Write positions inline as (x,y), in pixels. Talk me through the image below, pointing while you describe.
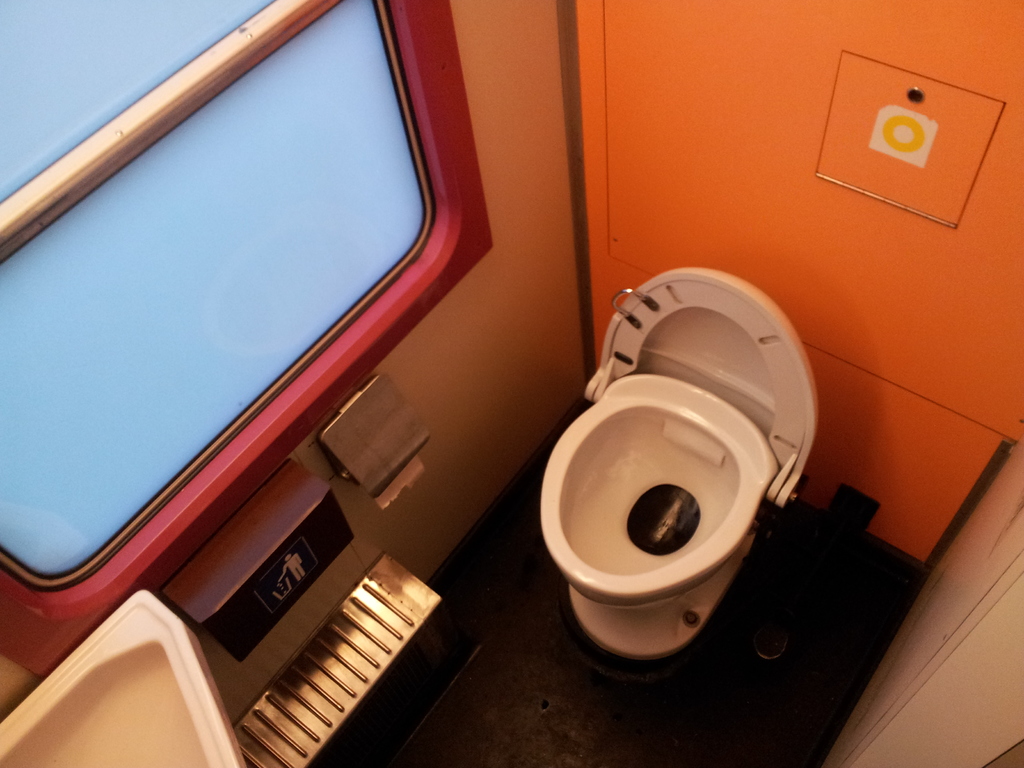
In the picture we can see a washroom (542,509) with a toilet seat (608,650) which is white in color and behind it, we can see an orange color wall (808,224) and beside it, we can see a window (66,266) with a glass (135,344) to it and beside it we can see a sink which is white in color and a trash bin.
